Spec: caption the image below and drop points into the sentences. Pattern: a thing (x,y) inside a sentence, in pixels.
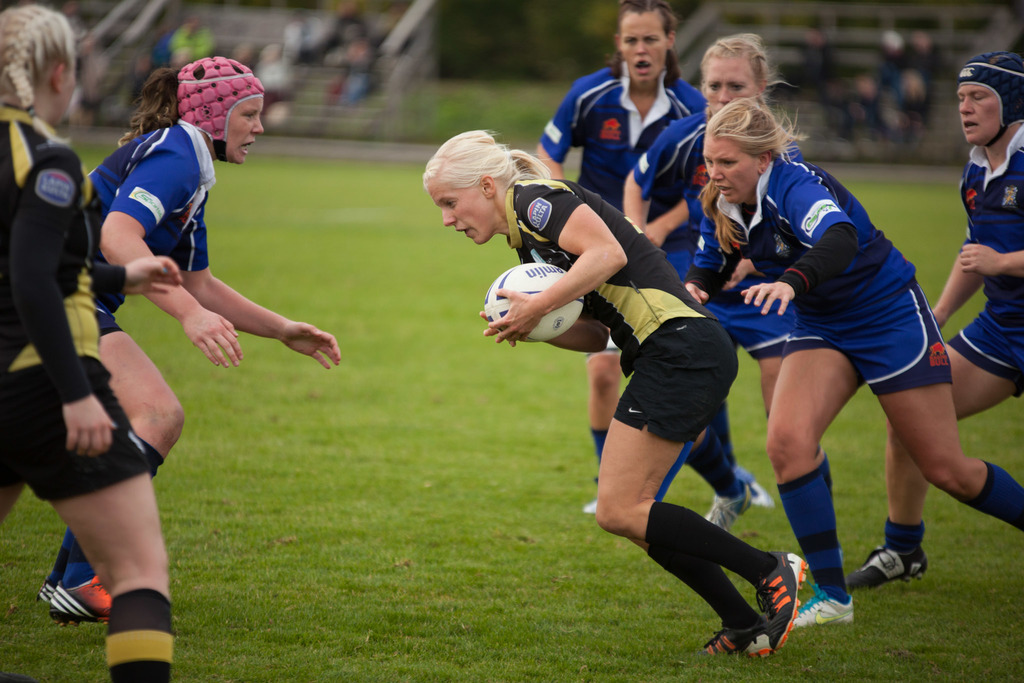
In this image there are female rugby players (503,320) who are playing the rugby. There is a woman (525,231) in the middle (650,429) who is holding the ball (519,281) and running. In the background (287,41) there are few people (320,55) sitting in the stands (790,100).
